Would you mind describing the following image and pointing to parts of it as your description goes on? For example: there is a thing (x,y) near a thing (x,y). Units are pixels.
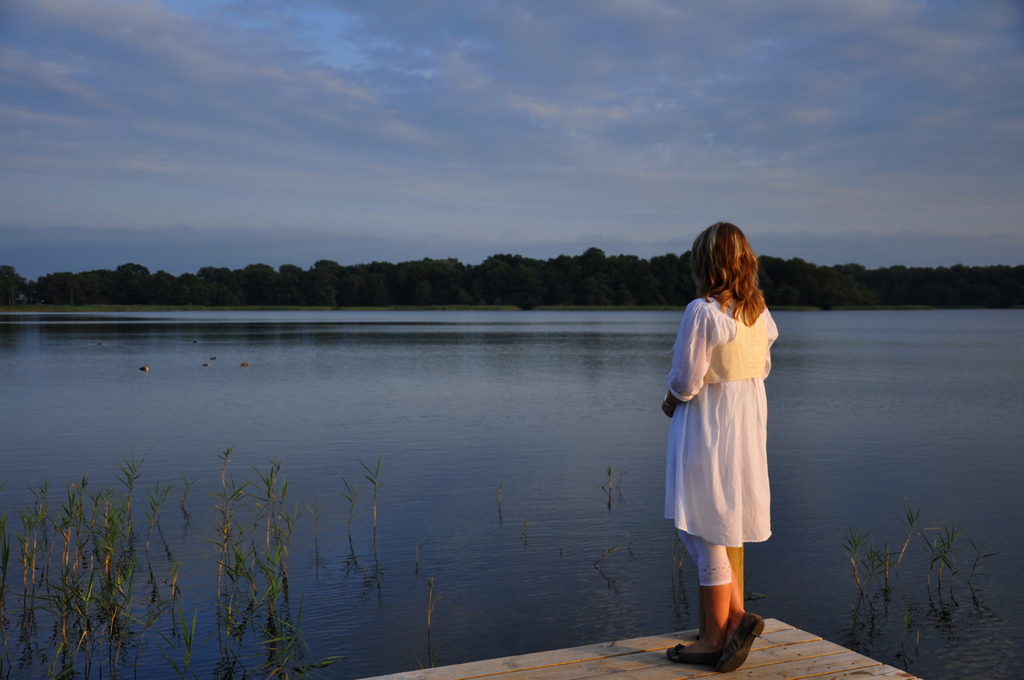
In the picture we can see a woman (713,456) standing on the part of the wooden path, and she is with a white dress (696,406) and in front of her we can see the water surface (807,446) and in it we can see some plants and far away from it we can see many trees (214,294) and the sky (562,207) with clouds (266,59).
